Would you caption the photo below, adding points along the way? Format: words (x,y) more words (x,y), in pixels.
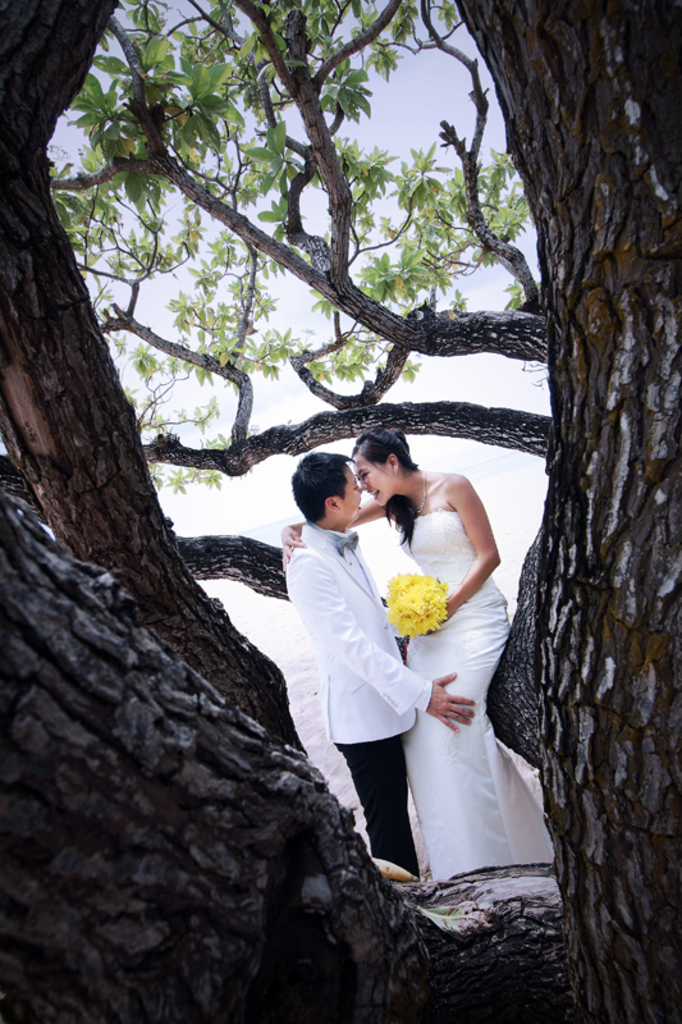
In this image I can see two people (422,690) with white color dresses (299,589). I can see one person (424,663) holding the yellow color flowers (403,632). To the side of these people (477,746) I can see many trees (237,721). In the background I can see the sky (362,277).
